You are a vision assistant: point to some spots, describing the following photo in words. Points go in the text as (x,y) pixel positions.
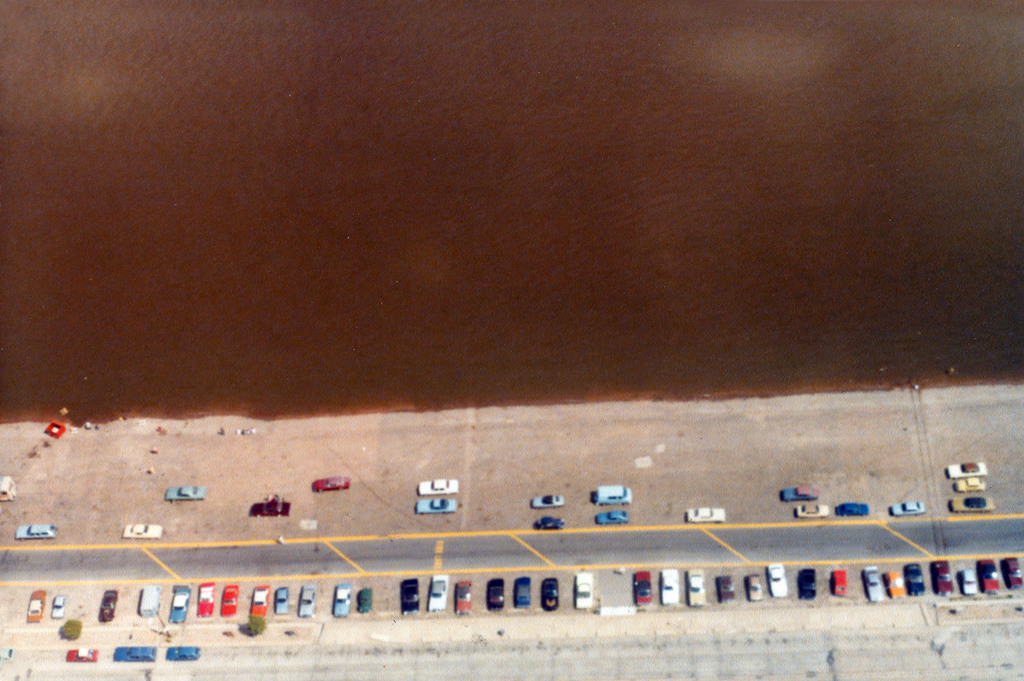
In this image, I can see the cars (253,606), which are parked and few cars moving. These are the small bushes (75,635). This is the road (88,575). The background (210,287) looks brown in color.
